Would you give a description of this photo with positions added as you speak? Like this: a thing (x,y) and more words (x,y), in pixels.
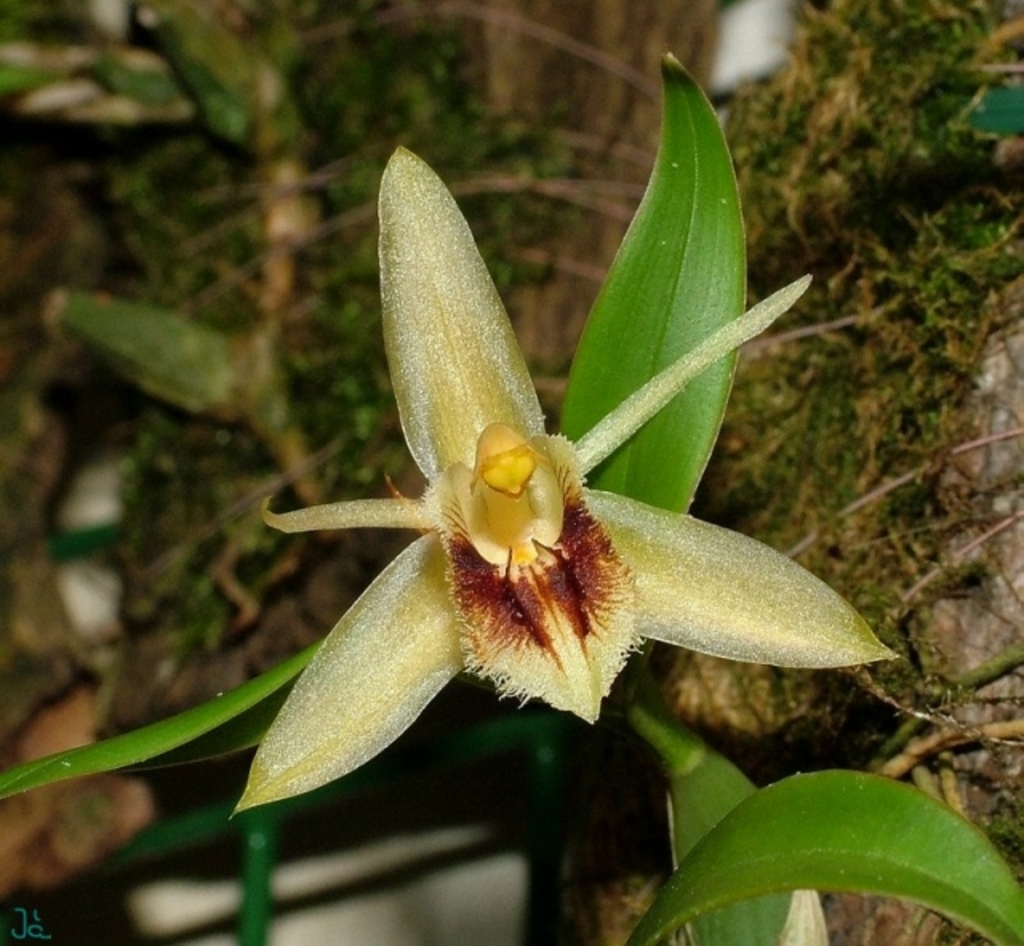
In this image in the foreground (432,499) there is one flower (556,566) and a plant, and in the background (909,510) there are some plants (932,463).
